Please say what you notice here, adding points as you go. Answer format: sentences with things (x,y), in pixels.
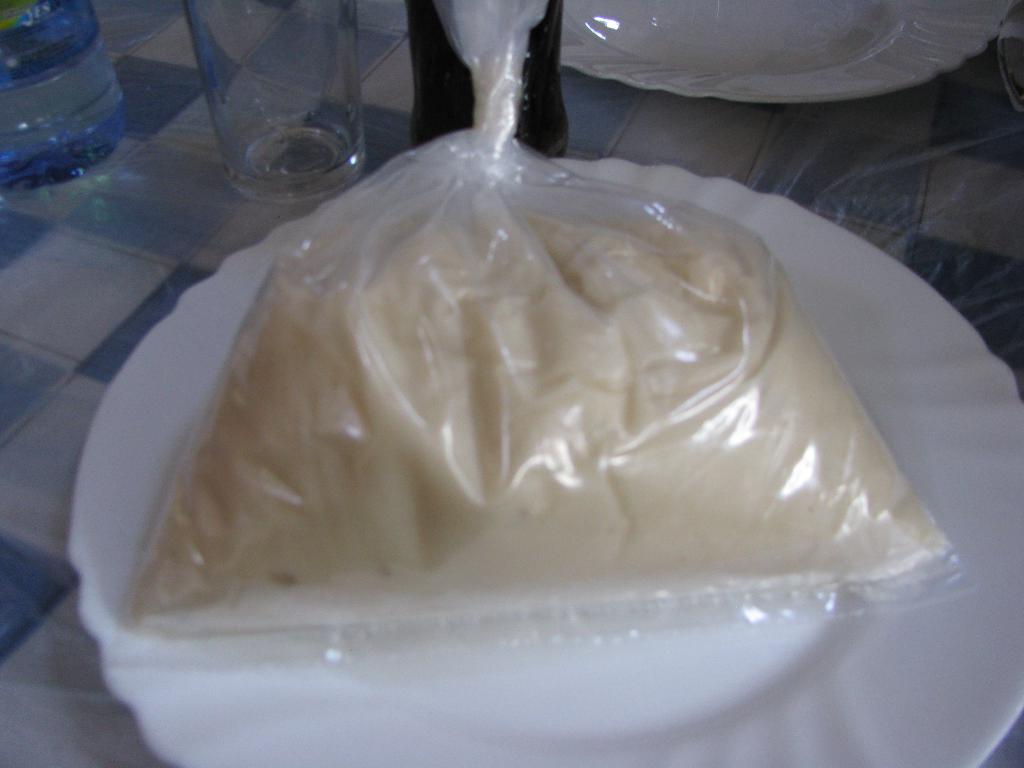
In this image i can see a table (101,285) on which there is a glass (210,93), a water bottle (44,117), a cool drink bottle (539,104) and 2 plates (733,89) on which there is a packet of some food item (581,400).
